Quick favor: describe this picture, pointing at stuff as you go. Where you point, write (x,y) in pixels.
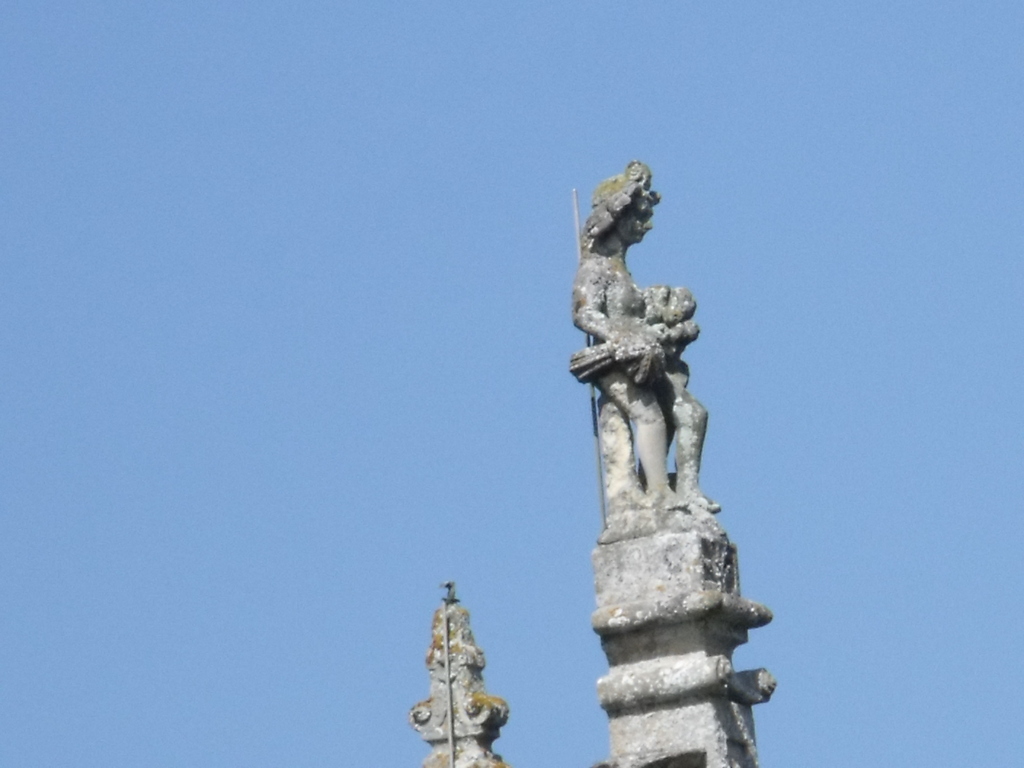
In this picture I can see the statue (632,176) of a woman (619,276) which is kept on the top of the stone (707,603). In the background (420,245) I can see the sky (420,245).
